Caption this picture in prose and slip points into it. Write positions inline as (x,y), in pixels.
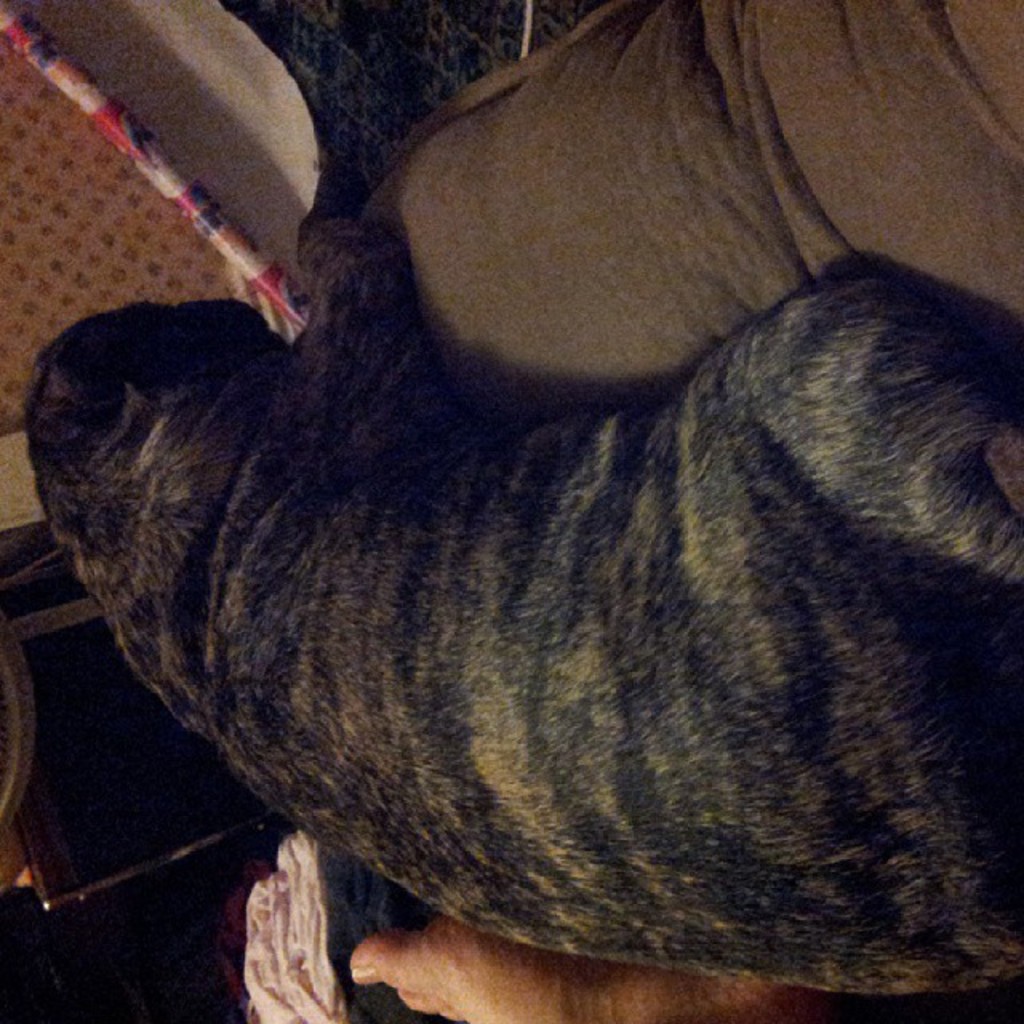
In this image I can see an animal (540,938) on the couch (612,355). The animal (540,938) is in black and gray color and the couch (554,169) is in brown color. Background (129,139) I can see a multi color stick (116,133).
